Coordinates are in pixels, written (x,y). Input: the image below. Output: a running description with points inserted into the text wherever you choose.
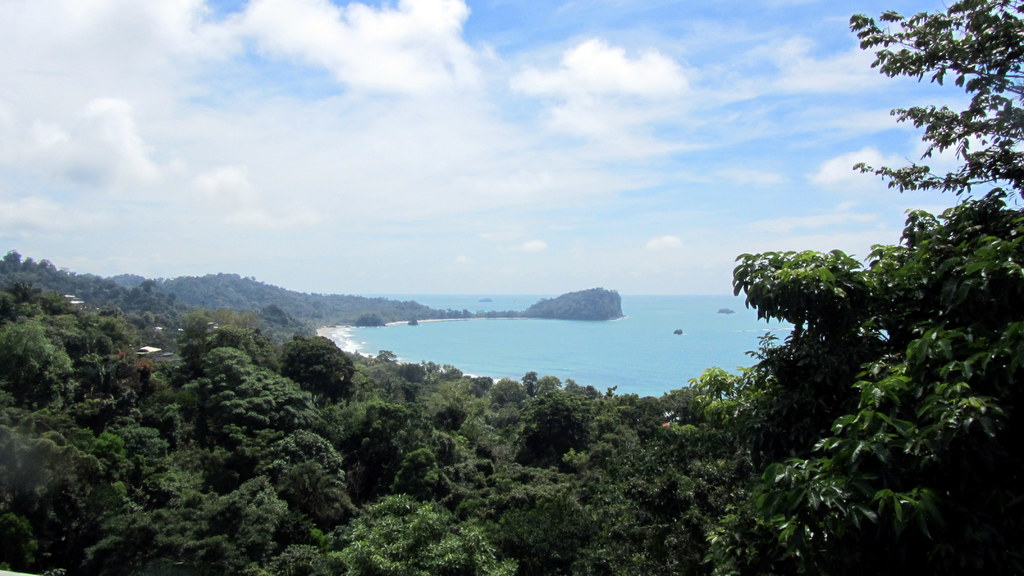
At the bottom of the image (99,416) there are many trees (403,452). Behind them there is water (655,309). At the top of the image (271,133) there is sky (332,104).
